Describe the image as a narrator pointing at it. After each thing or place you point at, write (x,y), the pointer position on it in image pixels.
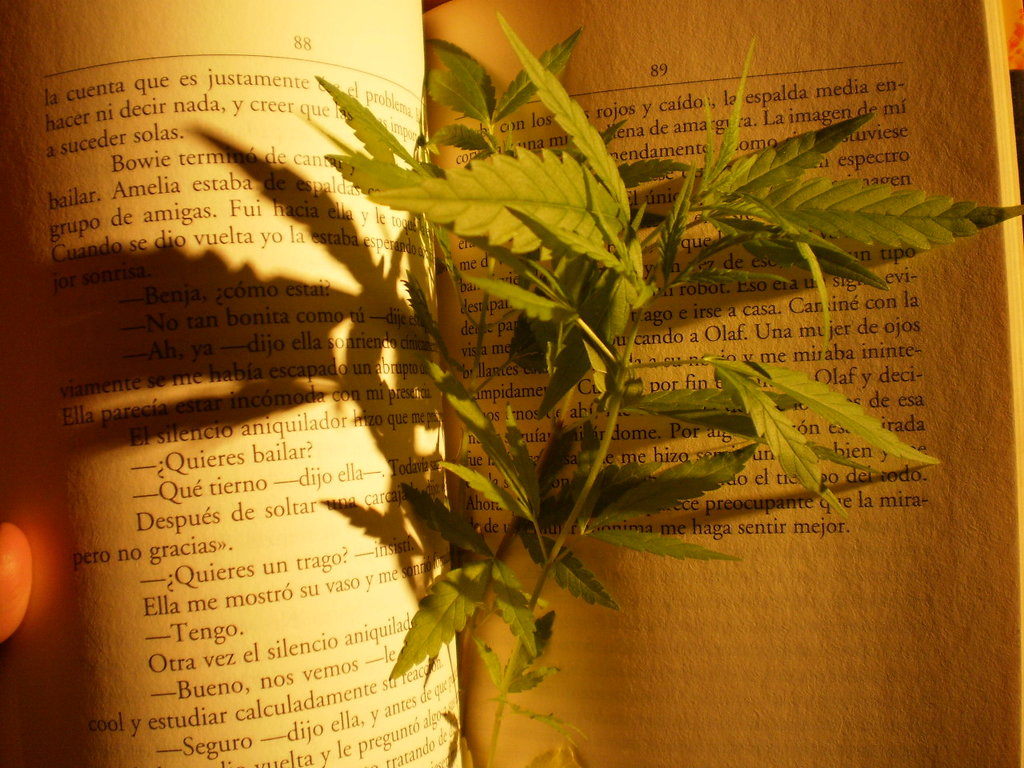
In this picture I can see there is a book (138,689) and there are few leaves (499,297) placed in the book (396,572) and there is a person (31,575) holding the book (194,601).
